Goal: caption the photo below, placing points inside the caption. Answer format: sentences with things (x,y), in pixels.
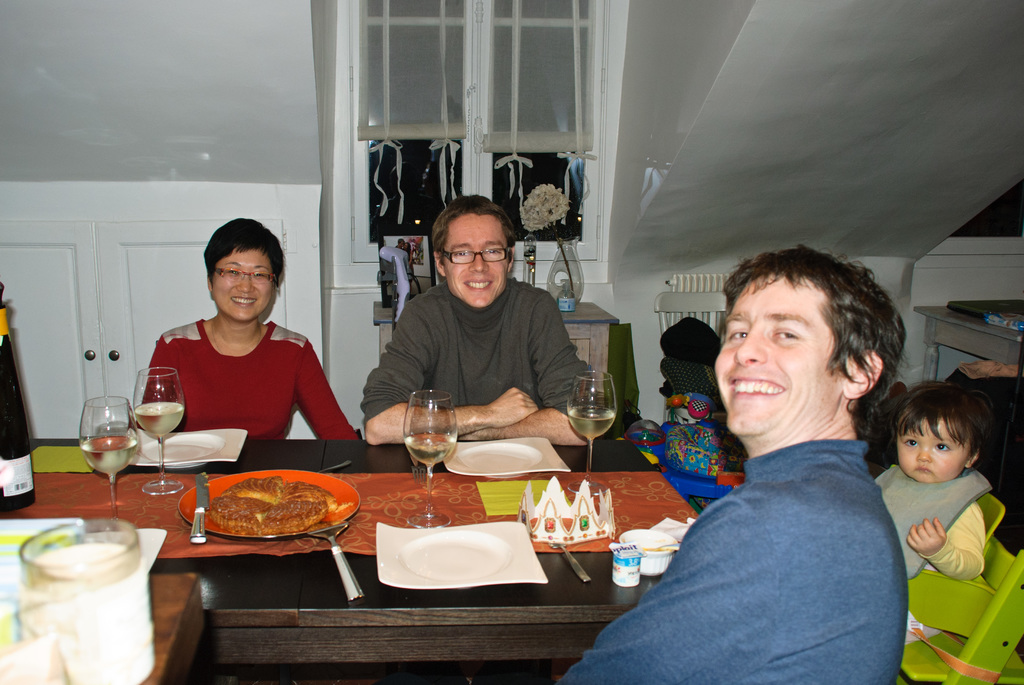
In this picture we can see three people (768,442) and one child (885,500) sitting in front of a table (177,470), we can see four glasses of drinks (609,389) on the table (210,464) and some plates (285,471) and we can also see one knife (203,517) and one spoon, there is food (295,513) present in the table (304,505), in the background (517,191) we can see a window (483,157) and curtains (498,121), on the right side of the image (946,328) there is a table (977,326), on the left side of the image (140,304) we can see one cupboard (104,288).
